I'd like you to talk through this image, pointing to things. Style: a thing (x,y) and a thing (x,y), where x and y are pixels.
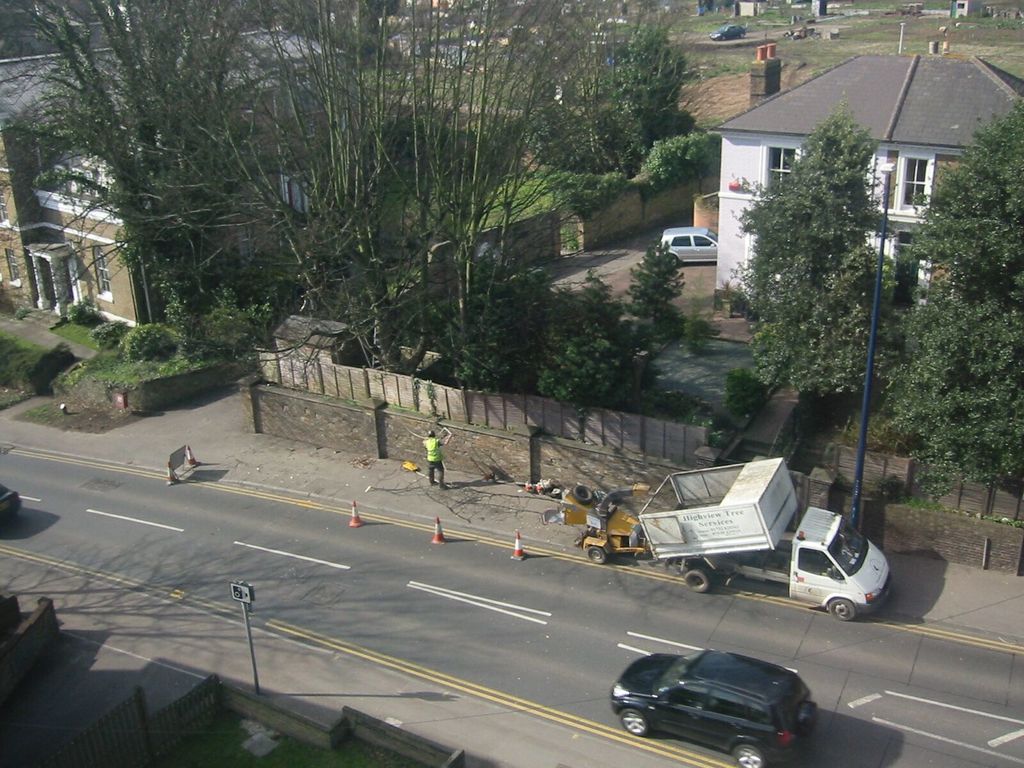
In this image there are some vehicles (669,682), and at the bottom (727,618) there is a road (387,587) and also there are some barricades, poles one person (436,446) is standing. And there are some tires (583,489) and some objects (554,486), and also in the center (668,287) there are some buildings (776,118), trees (628,402), pole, plants (548,347), vehicles (678,238) and in the background (746,35) there is a walkway (757,37) and some poles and vehicles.
